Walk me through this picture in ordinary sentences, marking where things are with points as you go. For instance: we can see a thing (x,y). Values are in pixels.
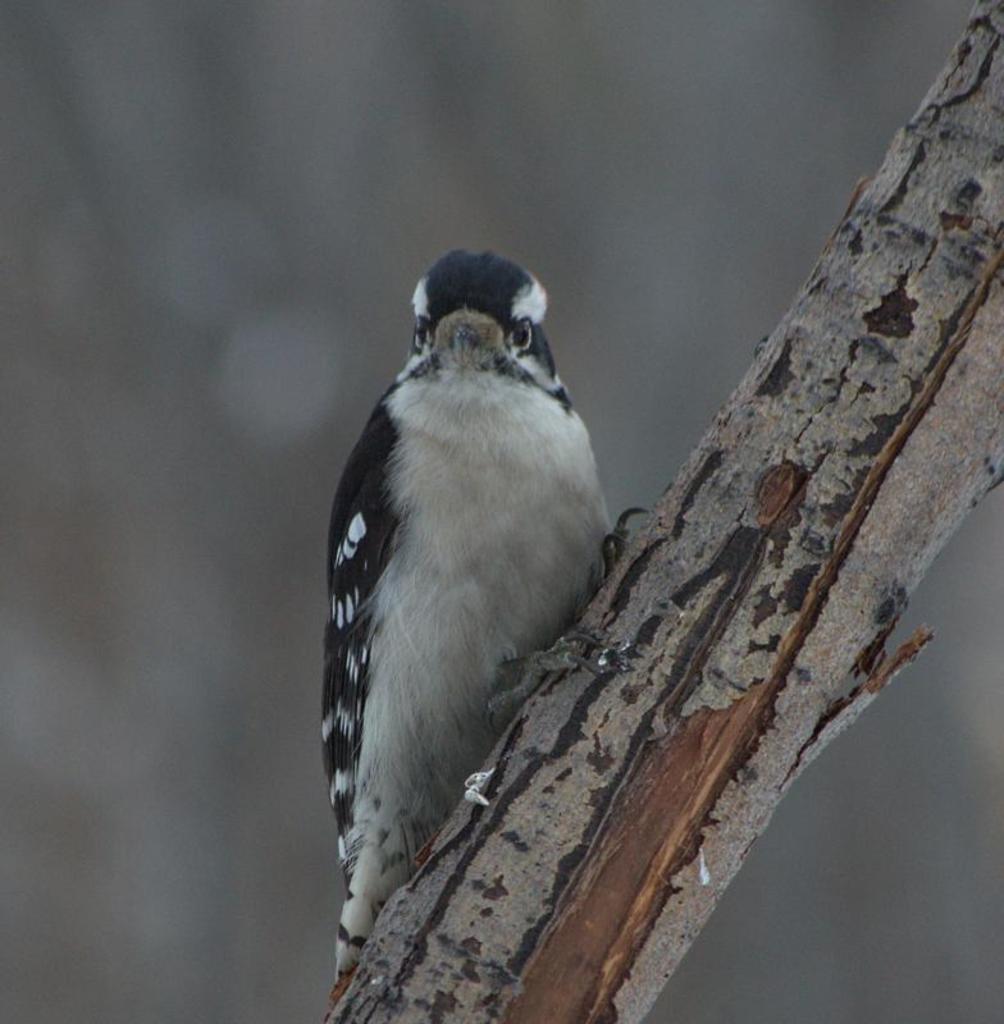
In the center of the image (567,639) there is a bird (547,669) standing on a branch (995,58) of a tree (568,979).
